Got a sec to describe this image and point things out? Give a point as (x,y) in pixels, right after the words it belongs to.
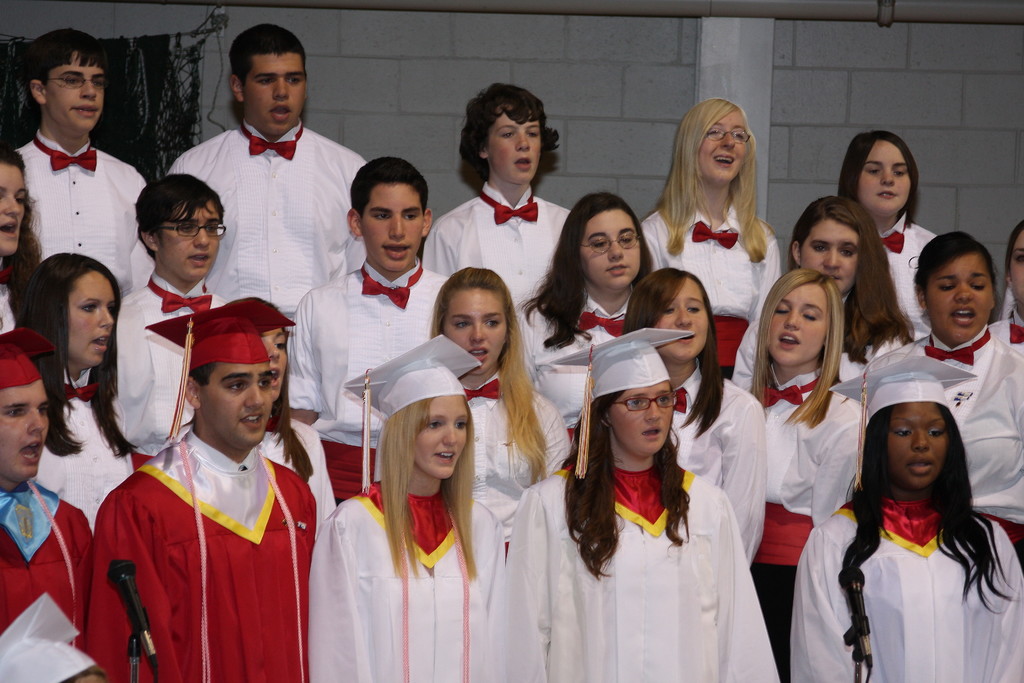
In this image I can see group of people (352,320) standing. There is a microphone (117,574) with stand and in the background (647,36) there is a wall (525,51).
